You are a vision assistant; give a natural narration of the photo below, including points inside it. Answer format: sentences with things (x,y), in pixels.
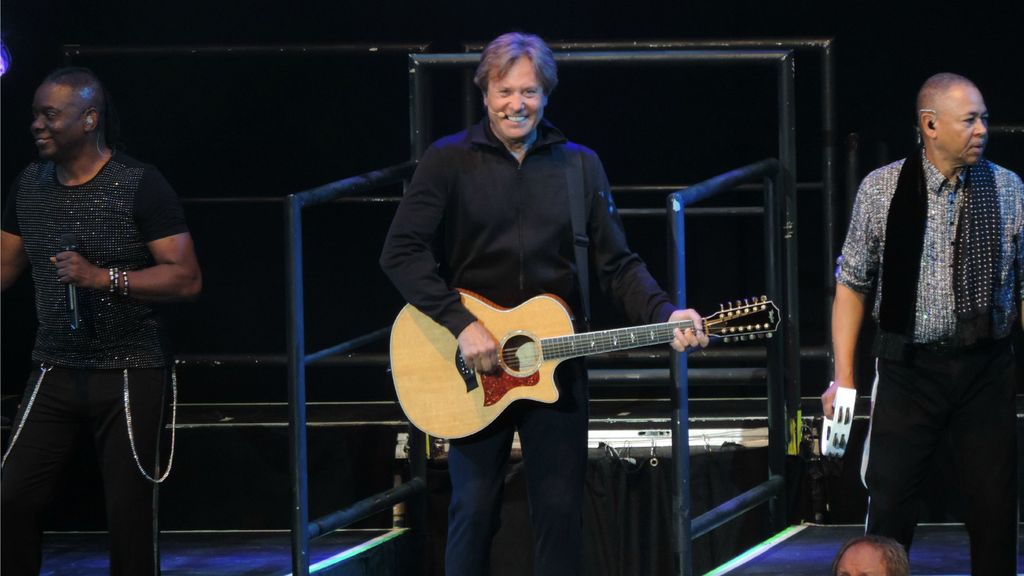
In this image there is a person (481,360) standing and playing a guitar (427,372), another person (168,283) standing by holding a microphone (67,237), another person (854,353) standing and playing a tambourines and in back ground (676,458) there are iron grills (682,475).
